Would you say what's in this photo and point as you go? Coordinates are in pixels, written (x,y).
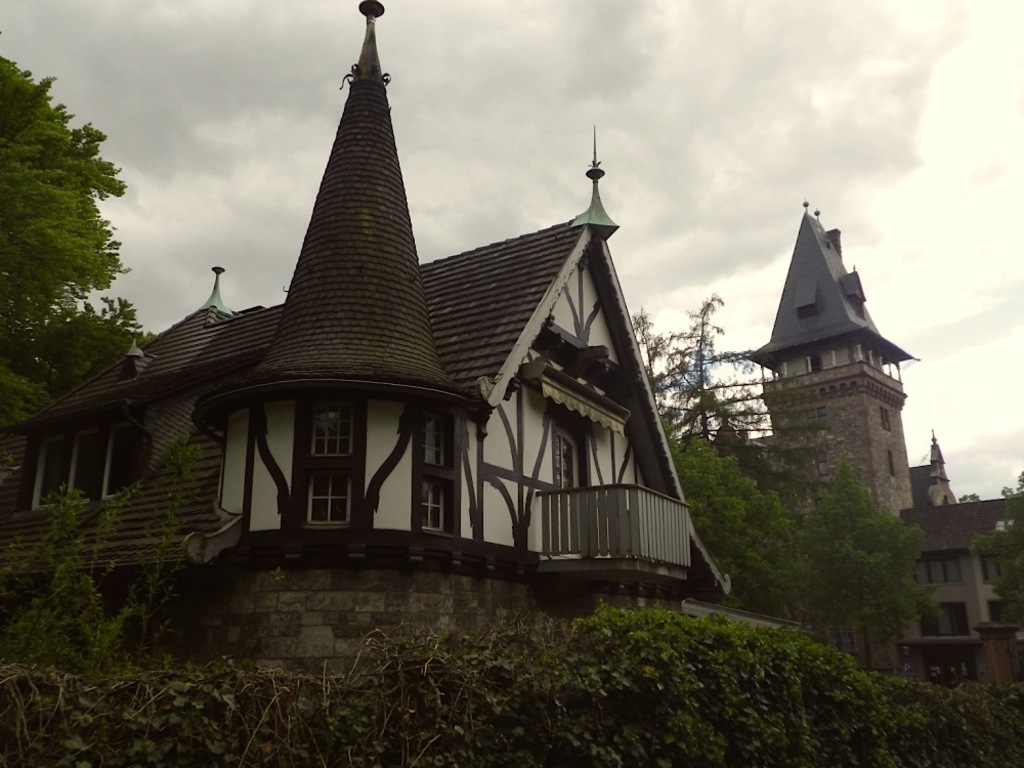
At the bottom of the image (410,763) there are some plants (517,752). Behind the plants (1019,763) there are some buildings (467,374) and trees (1020,508). At the top of the image (191,251) there are some clouds (927,295) and sky (927,295).
